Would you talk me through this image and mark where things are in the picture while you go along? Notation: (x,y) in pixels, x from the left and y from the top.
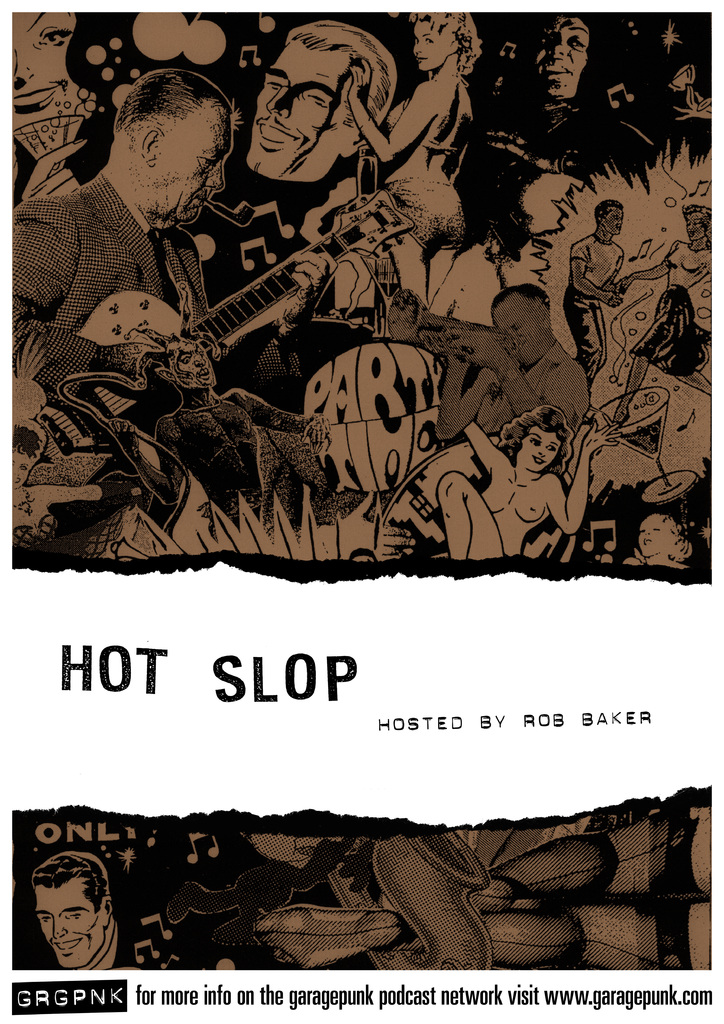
This might be a poster, in this image there are group of people (163,279) some of them are holding musical instruments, and there are some music symbols (159,921) and there is text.
